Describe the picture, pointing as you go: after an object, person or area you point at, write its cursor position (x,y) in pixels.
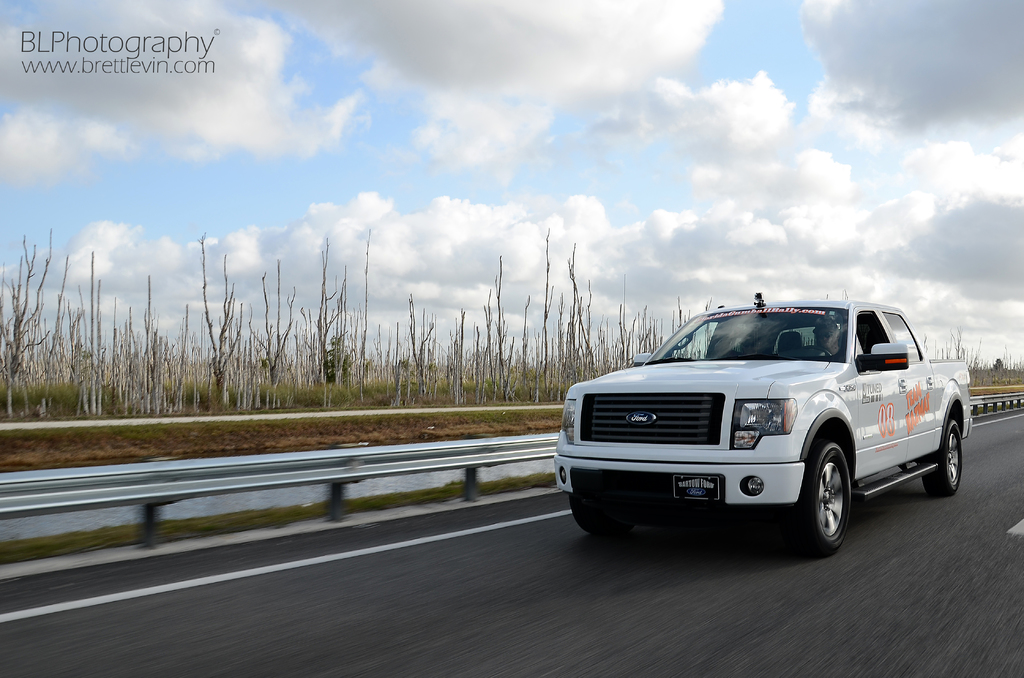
In this picture I can see the man (818,343) who is riding a white color car (823,405) on the road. Beside that I can see the road fencing (534,447). In the background (545,368) I can see the trees (286,323), plants (550,375) and grass (552,423). At the top (534,41) I can see the sky (558,145) and clouds (537,29). In the top left corner (202,56) I can see the watermark (42,57).
